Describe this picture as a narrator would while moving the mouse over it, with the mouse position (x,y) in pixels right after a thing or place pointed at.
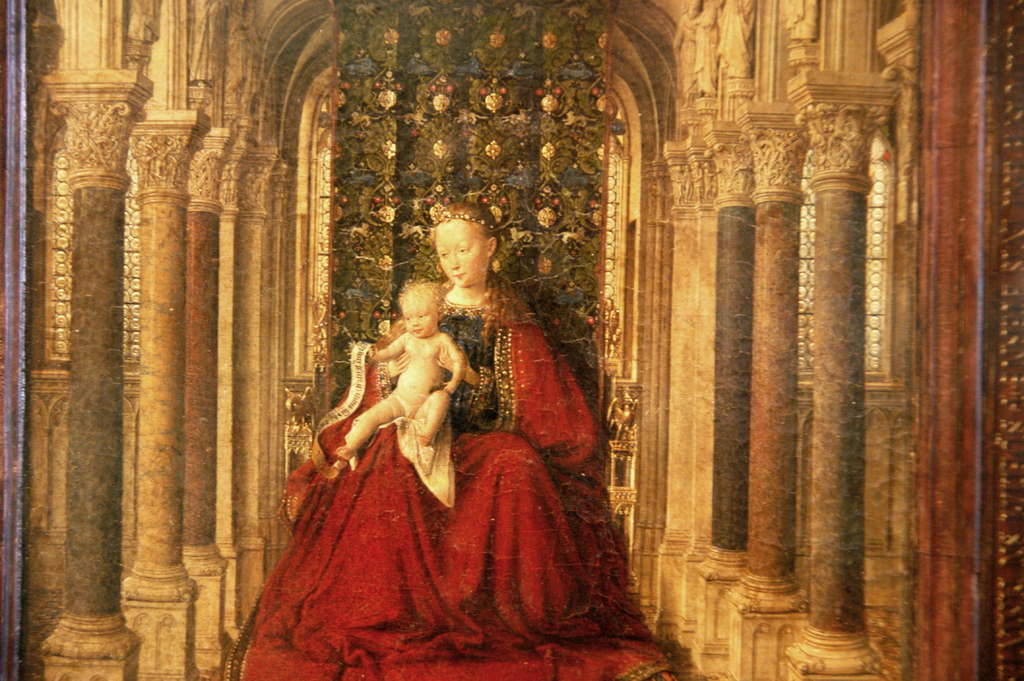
In this image we can see photo frame (189,376) and in the photo (491,402) we can see a girl (475,437) is sitting on the chair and holding a kid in her hands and on the left (221,302) and right side (777,353) we can see pillars (159,208) and in the background (62,245) we can see the windows (803,218).
